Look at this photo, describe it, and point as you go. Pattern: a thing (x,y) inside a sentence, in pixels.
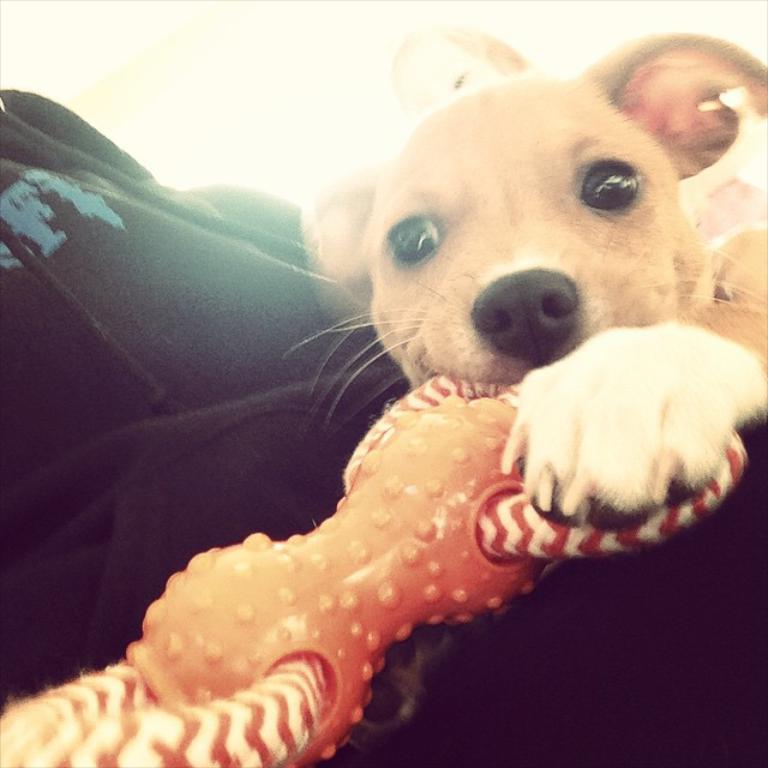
In this picture, we see a dog (472,184). It is holding a toy (370,535) with its mouth (493,361). Beside that, we see a black color jacket (248,326). In the background (225,106), it is white in color.
